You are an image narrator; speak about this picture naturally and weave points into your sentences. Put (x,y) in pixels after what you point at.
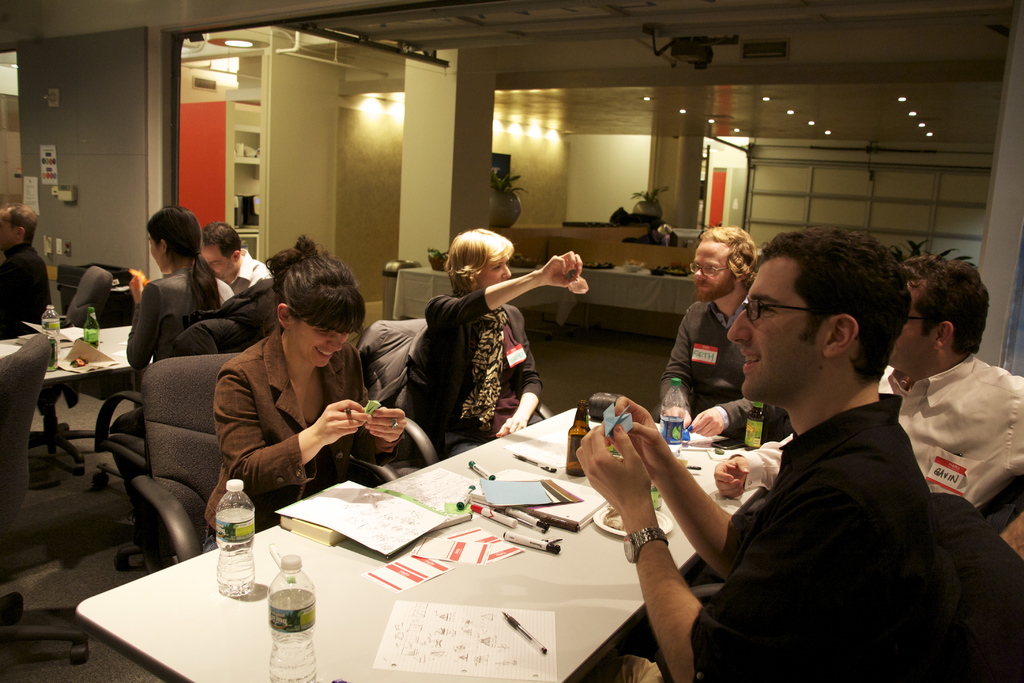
In this image, There is a table (368,639) which is in white color on that table (445,584) there are some books (355,527) and there are some markers (516,519) and there are some bottles (248,555), These are some people (750,612) sitting on the chairs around the tables (374,593), In the background (446,219) there is a wall (450,95) which is in yellow color.
